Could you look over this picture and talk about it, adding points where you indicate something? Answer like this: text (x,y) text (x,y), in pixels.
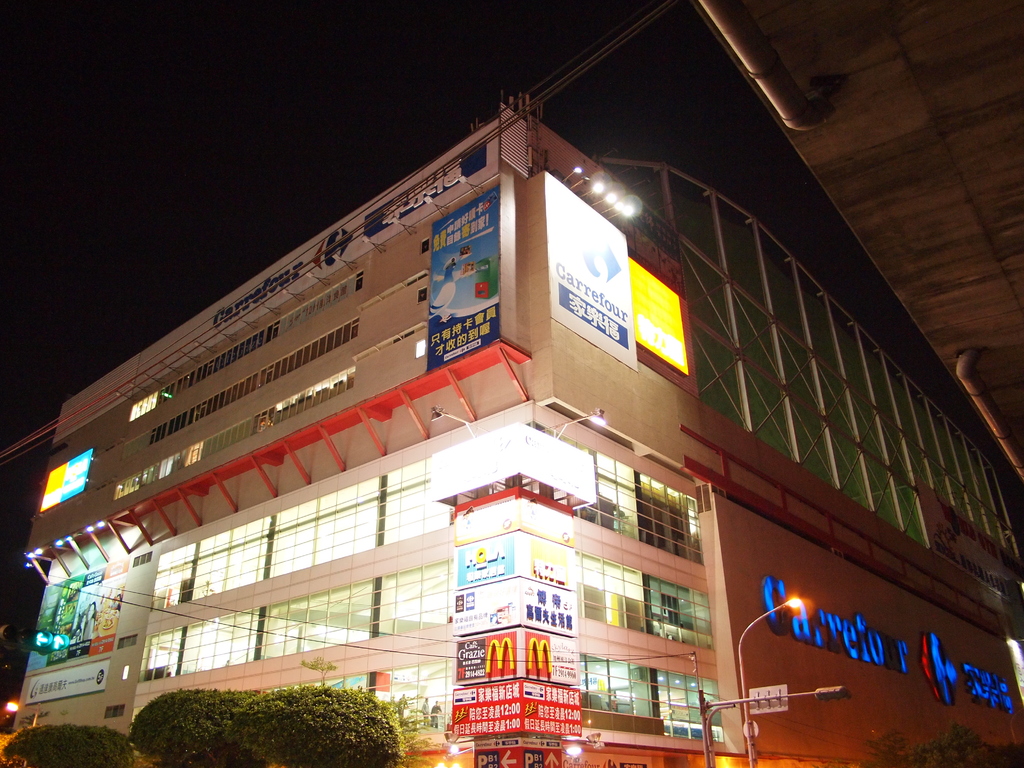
In this image I can see the building (206,379) and at the top (165,178) I can see dark view (188,148) and at the bottom (270,720) I can see trees (159,766) and street light poles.
